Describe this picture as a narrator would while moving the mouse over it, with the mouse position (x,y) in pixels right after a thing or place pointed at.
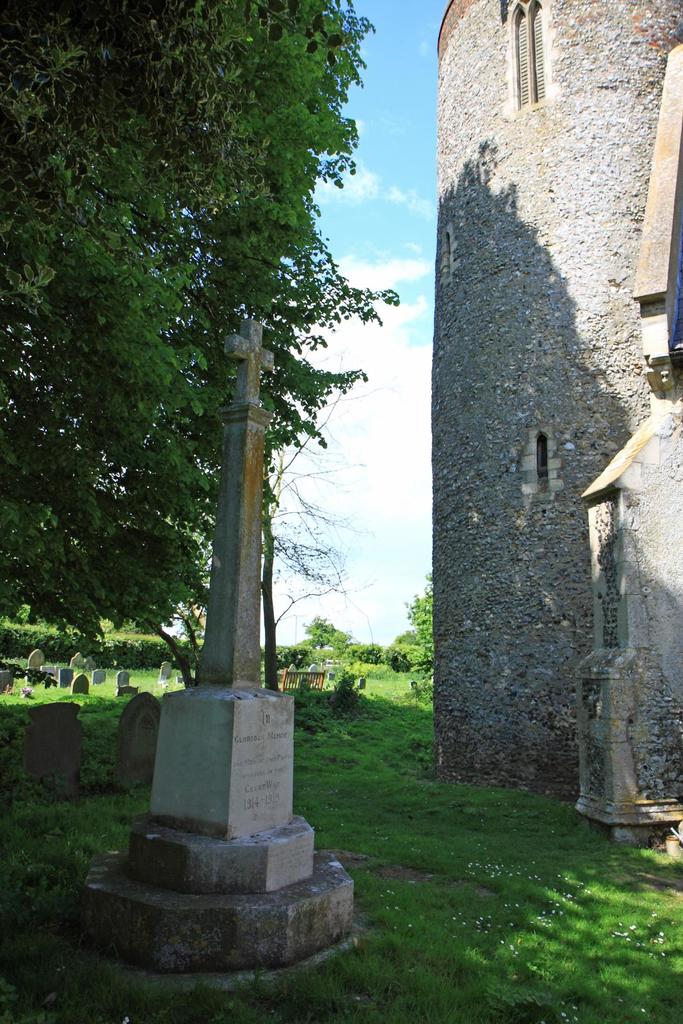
In this image we can see some memorials (207,697) with a cross (257,382) on it. We can also see some trees (114,593), plants (148,649) and the grass (434,869). On the right side (540,445) we can see a building (579,345) with windows (540,445) and the sky (427,214) which looks cloudy.
